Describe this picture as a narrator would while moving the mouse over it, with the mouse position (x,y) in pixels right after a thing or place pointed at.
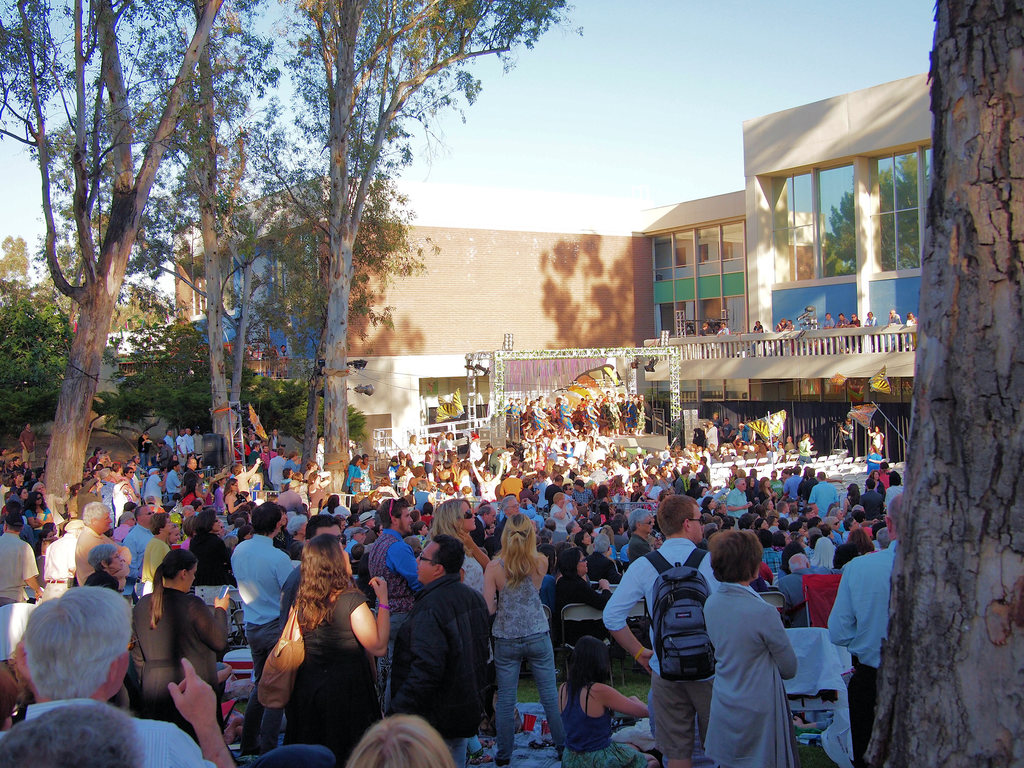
In this picture we can observe some people (377,495) standing and some of them were sitting on the ground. There are men (247,596) and women (536,603) in this picture. We can observe trees (258,251) and a building (615,299). In the background (561,117) there is a sky (594,104).
